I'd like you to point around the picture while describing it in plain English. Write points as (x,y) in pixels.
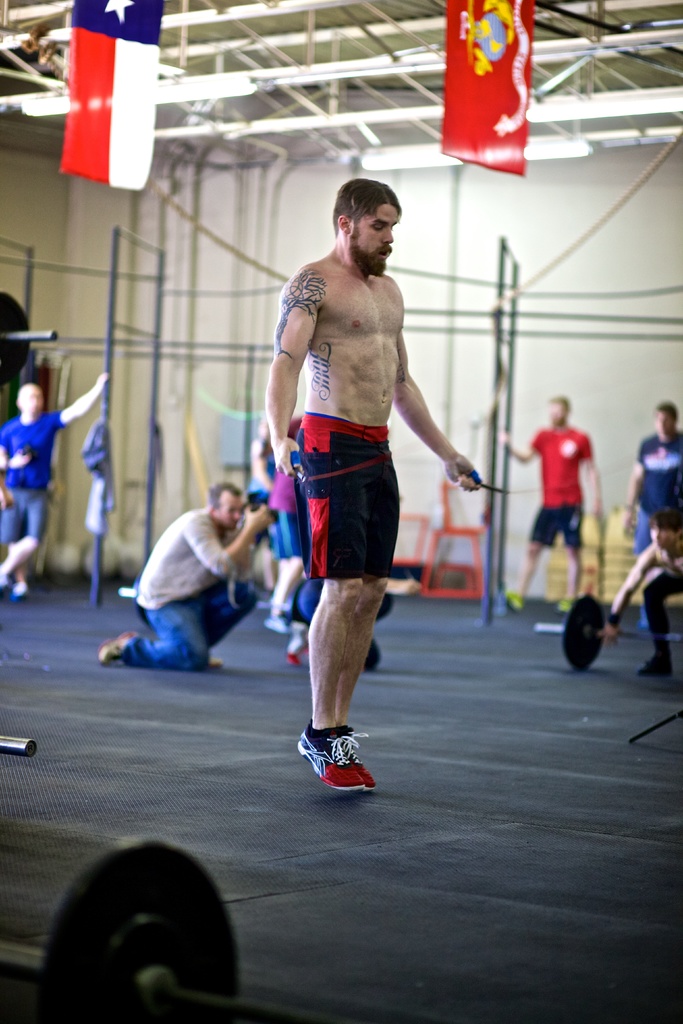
In this image we can see a person (340,480) wearing shorts (364,476) is jumping rope (353,471). In the background (280,603) we can see group of people (562,494) standing. One person (549,511) wearing red t shirt (555,494) is standing.
